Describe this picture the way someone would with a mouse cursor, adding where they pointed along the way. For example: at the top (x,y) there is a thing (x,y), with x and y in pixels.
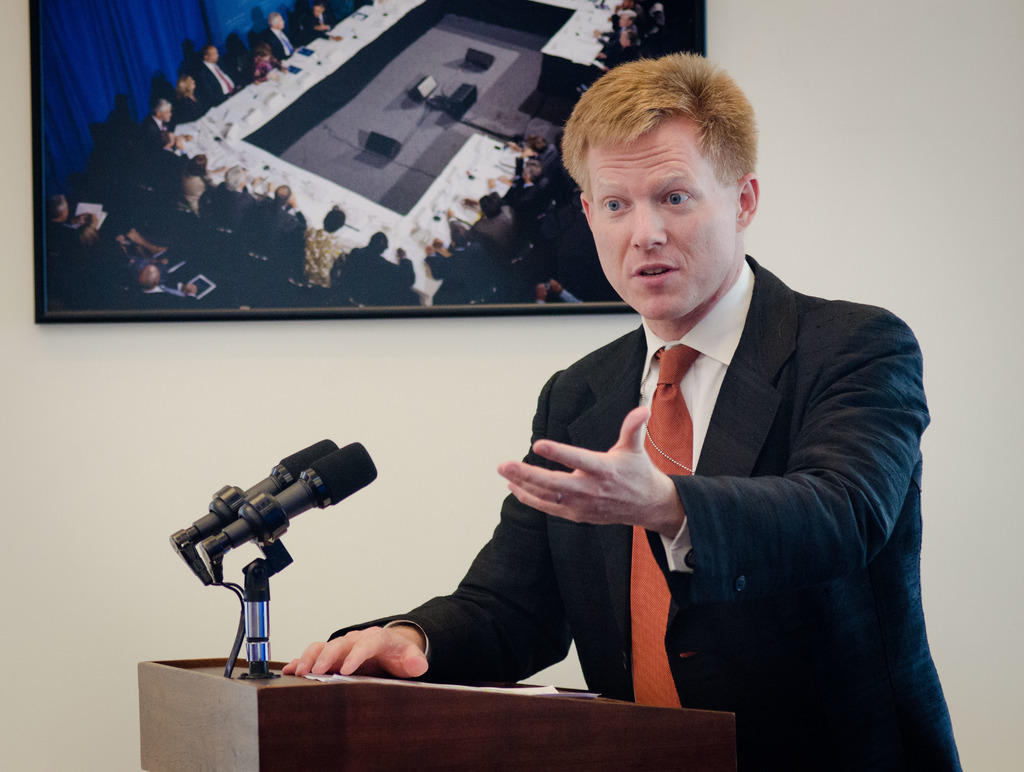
In this picture we can see a man (562,468), in front of him we can find microphones (192,563) and a podium (364,687), behind him we can see a frame (231,196) on the wall (240,339).
